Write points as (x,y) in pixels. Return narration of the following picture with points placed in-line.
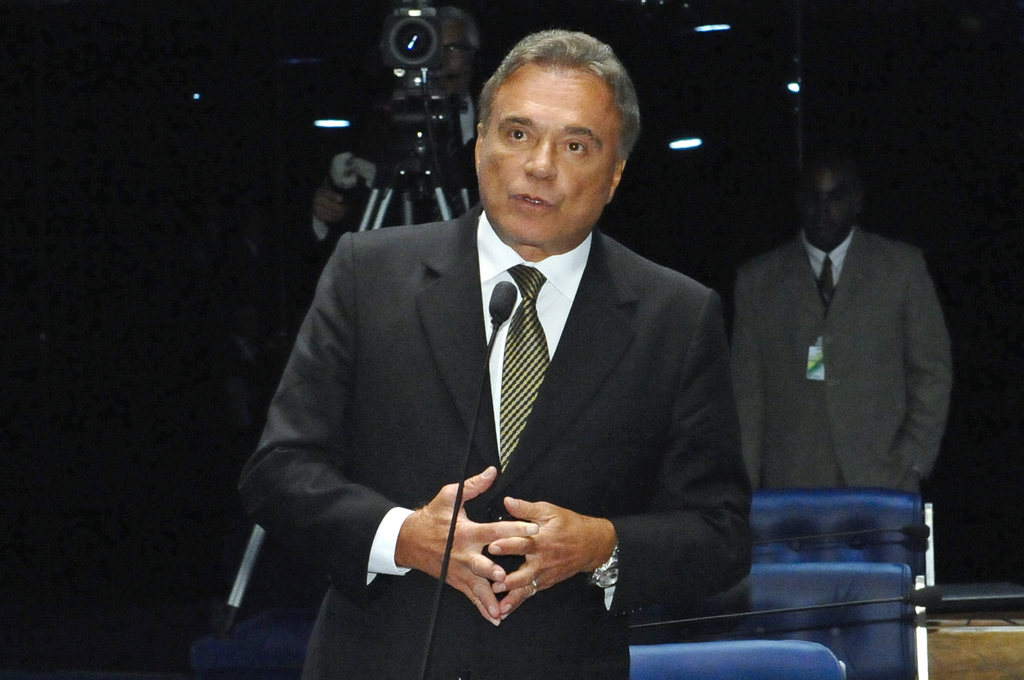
There is a person (517,372) wearing a watch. In front of him there is a mic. In the back (792,597) there are chairs (795,551). Also there is a person (817,355) standing. And another person (470,87) is holding a camera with stand (402,170).
